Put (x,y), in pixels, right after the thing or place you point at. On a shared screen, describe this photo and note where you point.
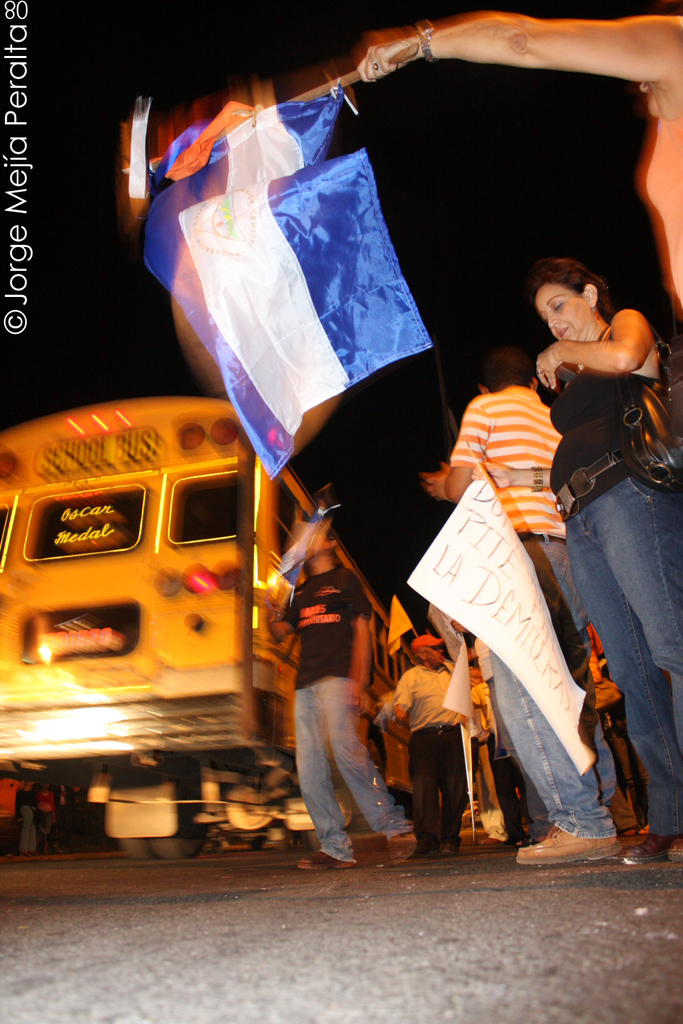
In this image there are group of people (324,781) one person (613,61) is holding flags (302,266), and some of them are holding some placards (493,645). And at the bottom (300,939) there is road (300,939), and in the background (146,752) there is vehicle (164,779) and some objects (156,803). And on the left side of the image (24,150) there is text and there is dark background (71,335).
